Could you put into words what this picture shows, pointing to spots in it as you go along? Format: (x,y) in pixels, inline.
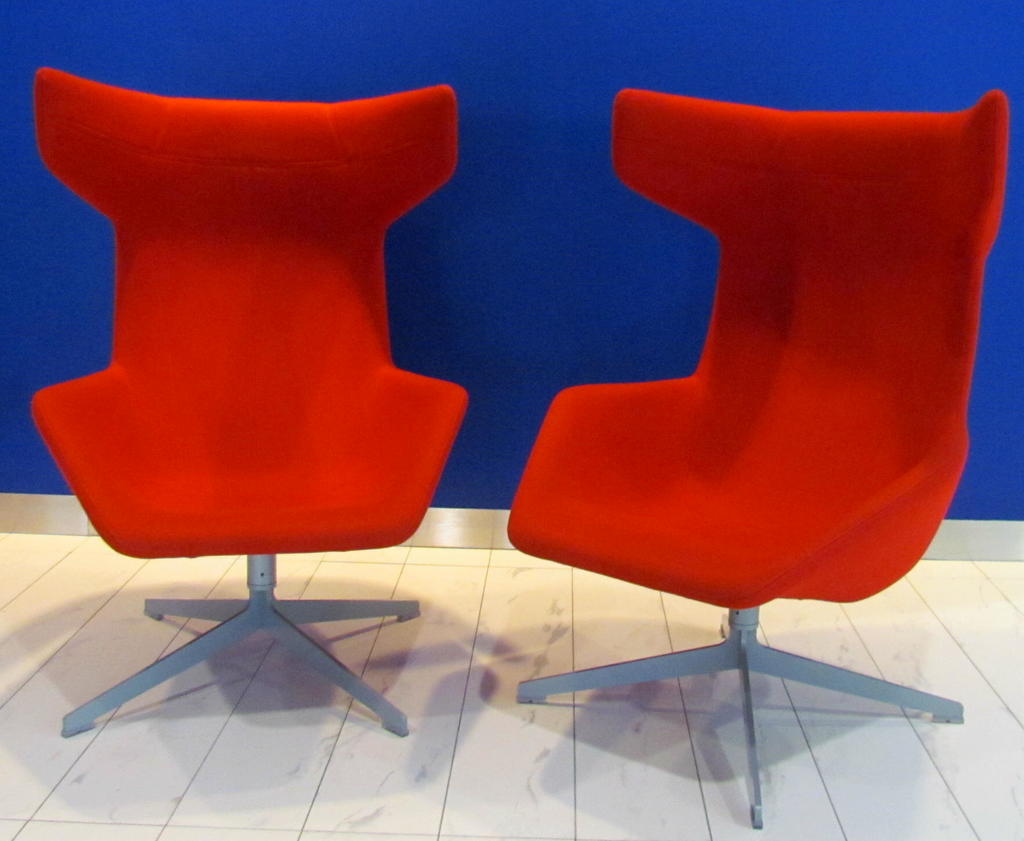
In this image there are two red color chairs (329,422), there is floor (509,722) towards the bottom of the image (478,690), at the background of the image (482,297) there is a blue color wall (561,241).
